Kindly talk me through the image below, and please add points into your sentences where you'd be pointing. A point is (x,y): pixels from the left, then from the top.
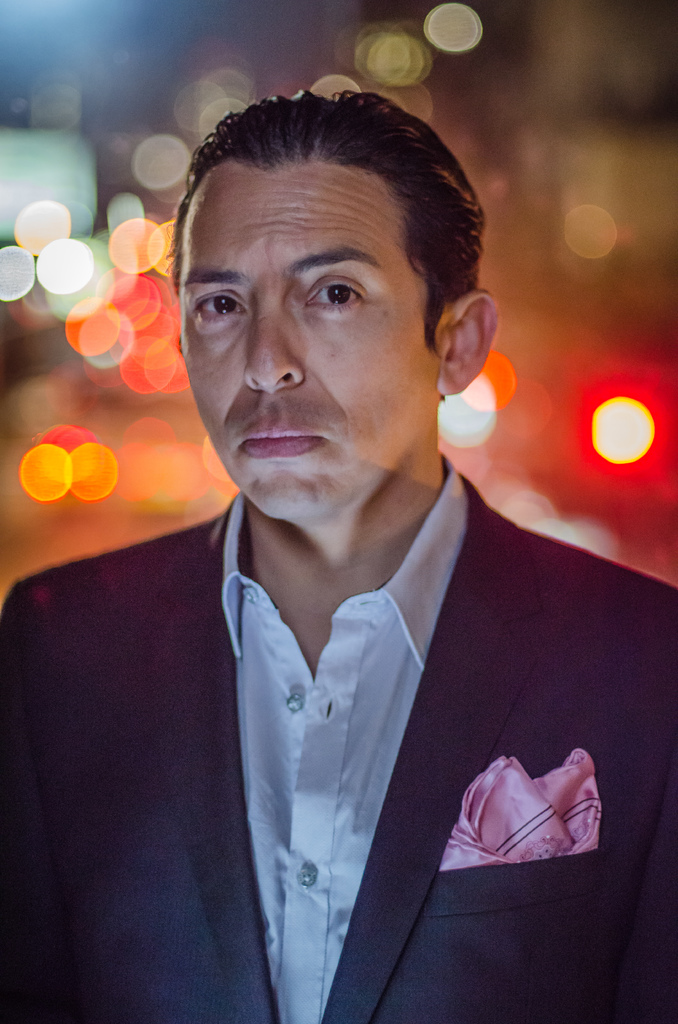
The man (159,787) in front of the picture is wearing a white shirt (332,784) and black blazer (384,969). He is looking at the camera. Behind him, we see lights (133,291). In the background (154,228), it is blurred.
